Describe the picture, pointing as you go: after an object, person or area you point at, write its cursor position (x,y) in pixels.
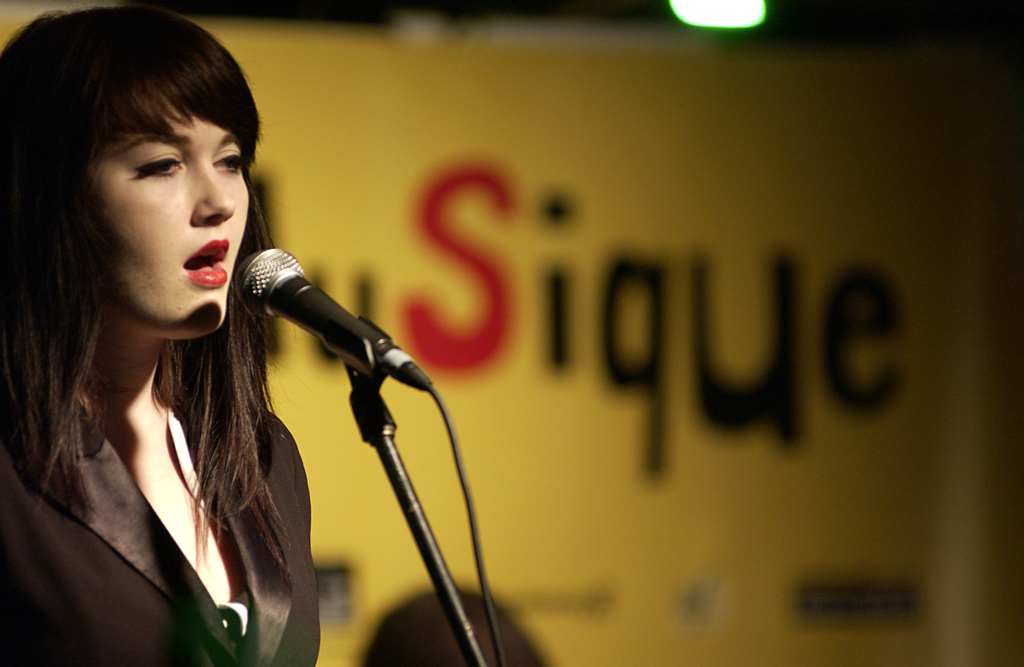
In the picture we can see a woman (218,493) standing and singing a song in the microphone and she is wearing a black color blazer (4,483), in the background (823,496), we can see a board (841,496) which is yellow in color with something written on it as sique.
